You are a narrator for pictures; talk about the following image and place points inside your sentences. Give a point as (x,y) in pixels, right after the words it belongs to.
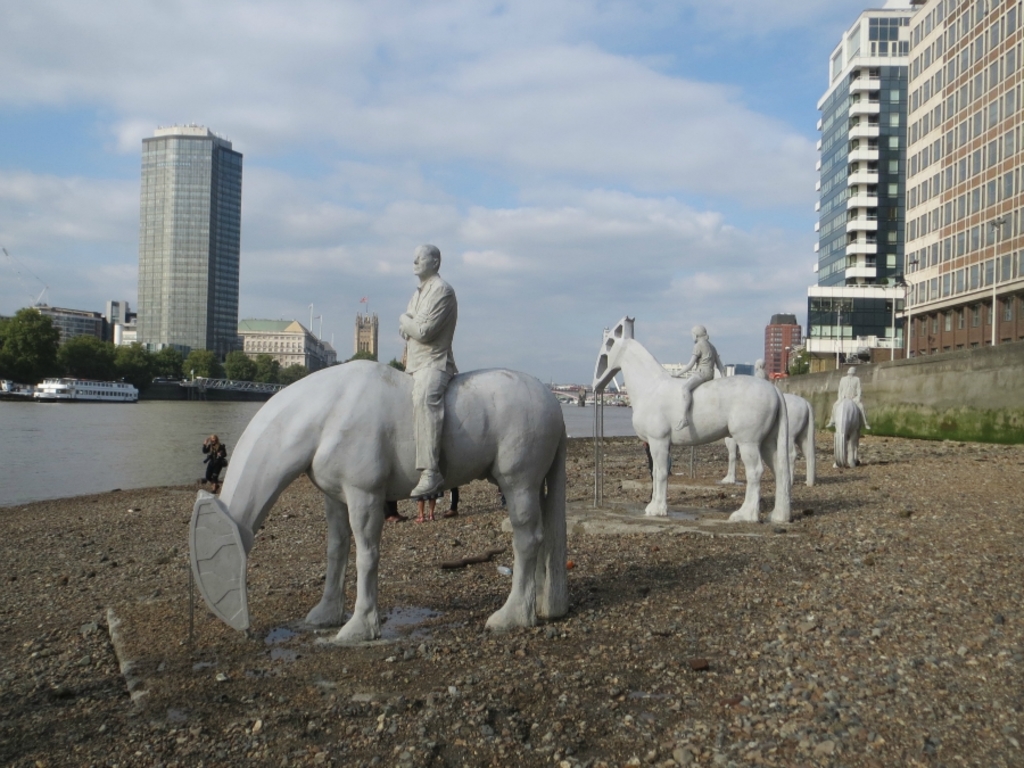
In this picture we can see statues (761,413) in the front (521,419), at the bottom (666,644) there are some stones (199,646), on the left side (107,481) we can see water (98,469), there is a ship (104,397) in the water (110,407), in the background (77,369) there are some buildings (273,339) and trees (47,342), we can see some people (449,509) in the middle (394,511), there is the sky (432,168) at the top of the picture (457,73).
